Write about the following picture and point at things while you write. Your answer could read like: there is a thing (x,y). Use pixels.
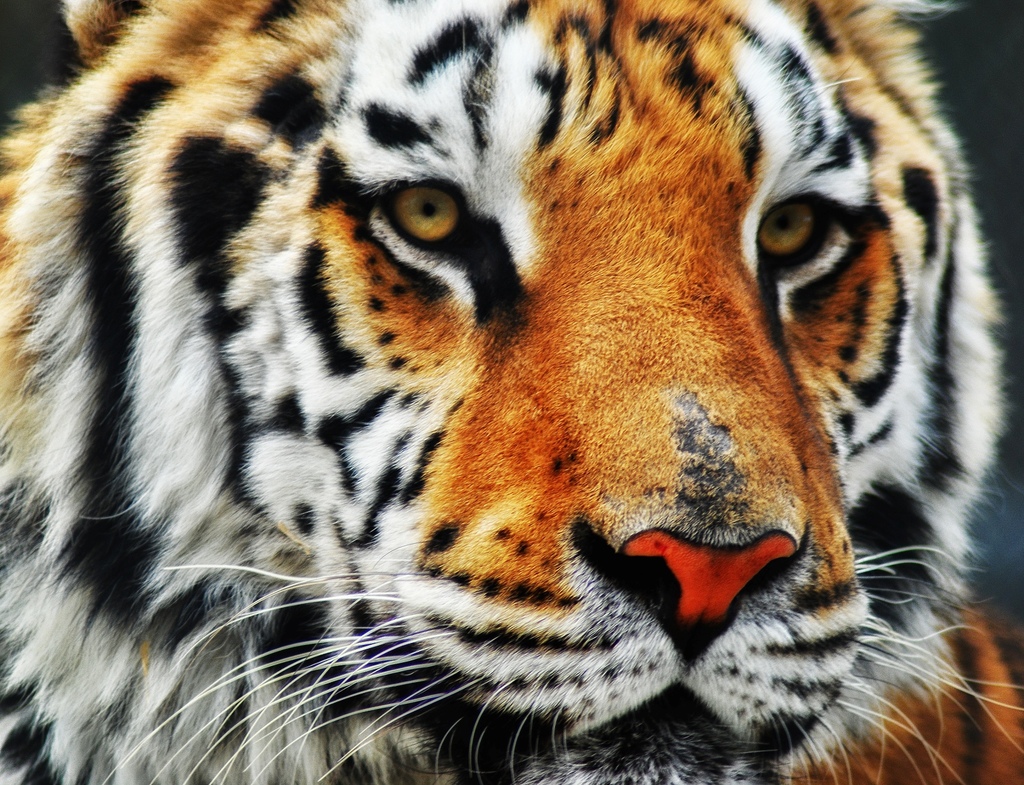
In this image the background (989,122) is dark and in the middle of the image (544,419) there is a tiger (620,405).
